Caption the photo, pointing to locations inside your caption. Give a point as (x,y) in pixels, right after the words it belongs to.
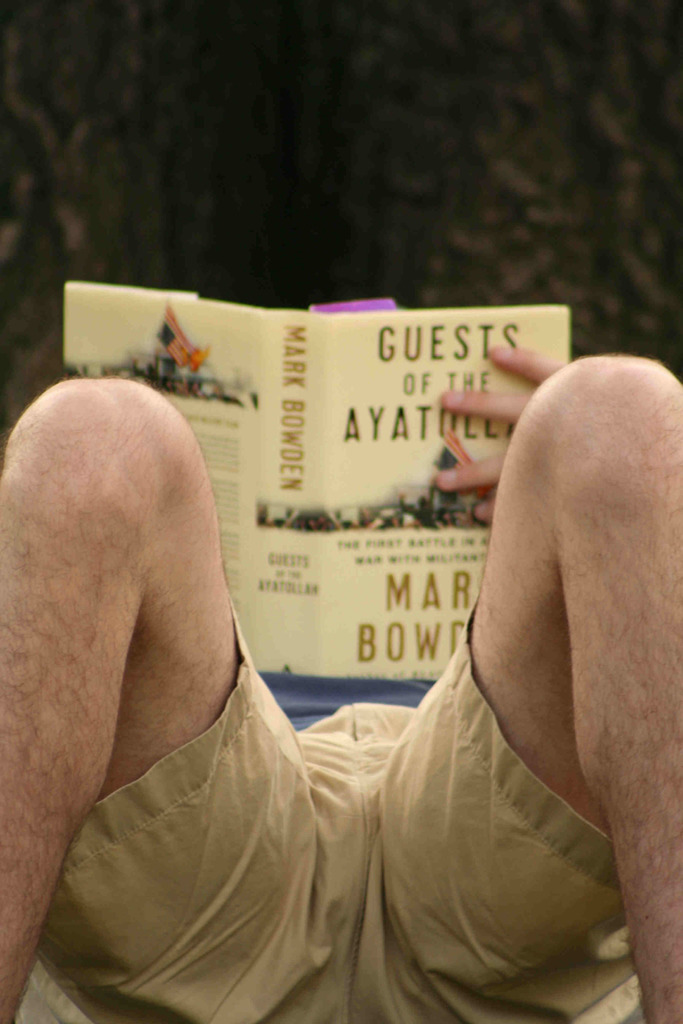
In this picture we can see a man (481,593), he is holding a book (382,476) and we can see blurry background (514,182).
